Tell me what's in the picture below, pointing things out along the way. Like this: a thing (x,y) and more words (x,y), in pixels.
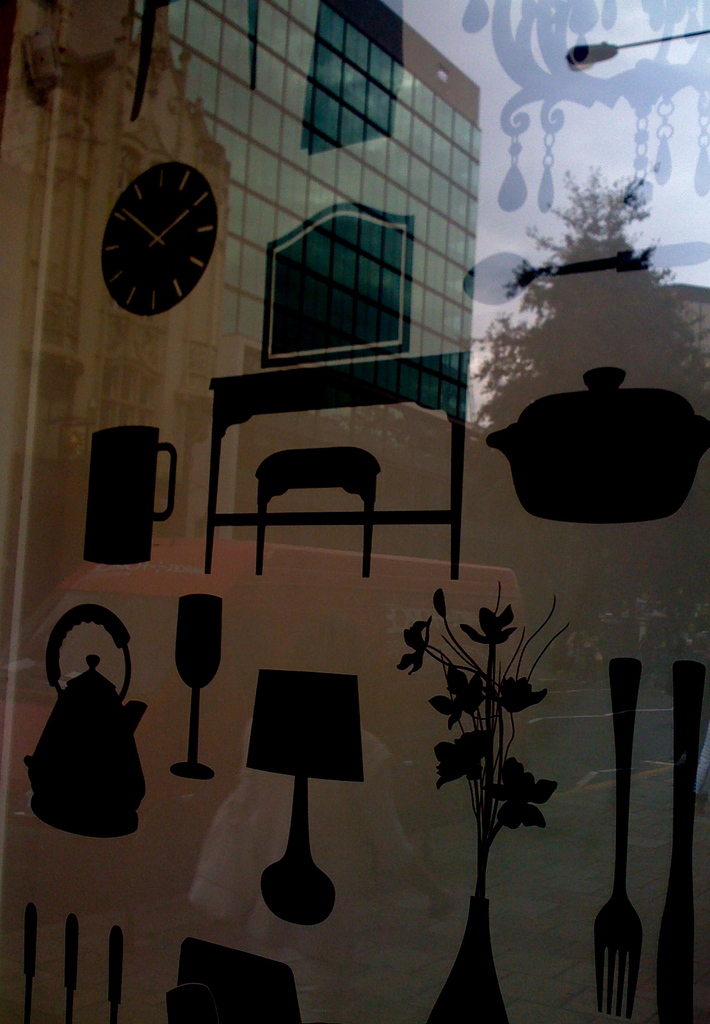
In this image we can see glass (264,945). Inside the glass (141,892) some objects (124,797) are there and on glass (73,488) building (230,368) and tree reflection (609,320) is there.
